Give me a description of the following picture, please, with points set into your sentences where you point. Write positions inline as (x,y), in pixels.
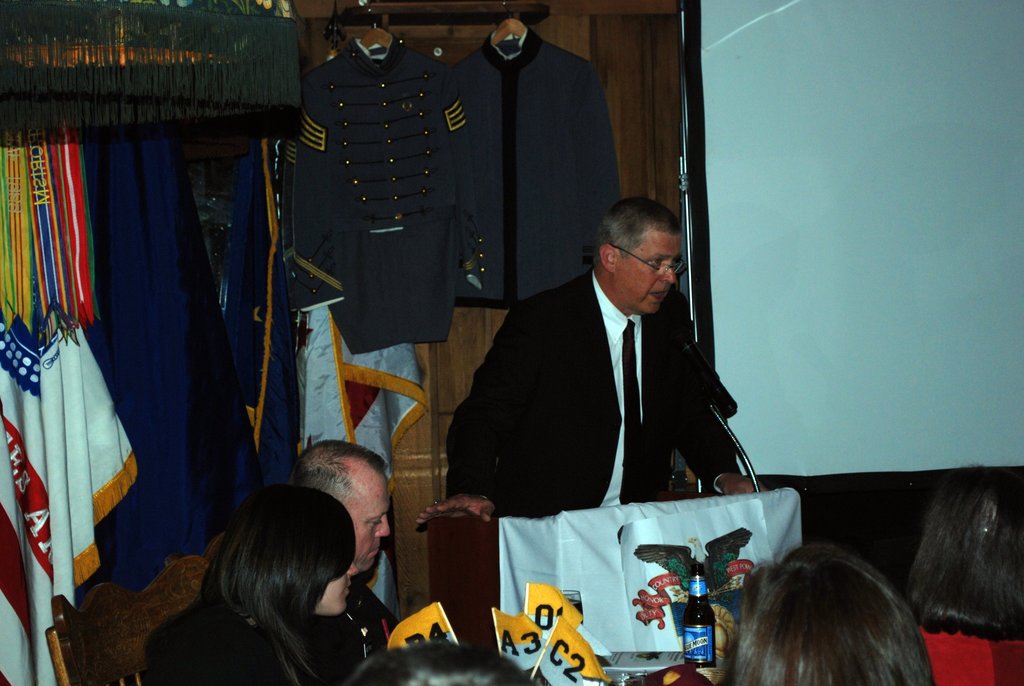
This image consists of a man (567,452) standing near the podium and wearing black suit (564,369). At the bottom (274,517), there are many persons (771,631) sitting. To the left (244,338), there are clothes (392,116) and flags (278,278) hanged. To the right (843,217), there is a wall (883,269).
